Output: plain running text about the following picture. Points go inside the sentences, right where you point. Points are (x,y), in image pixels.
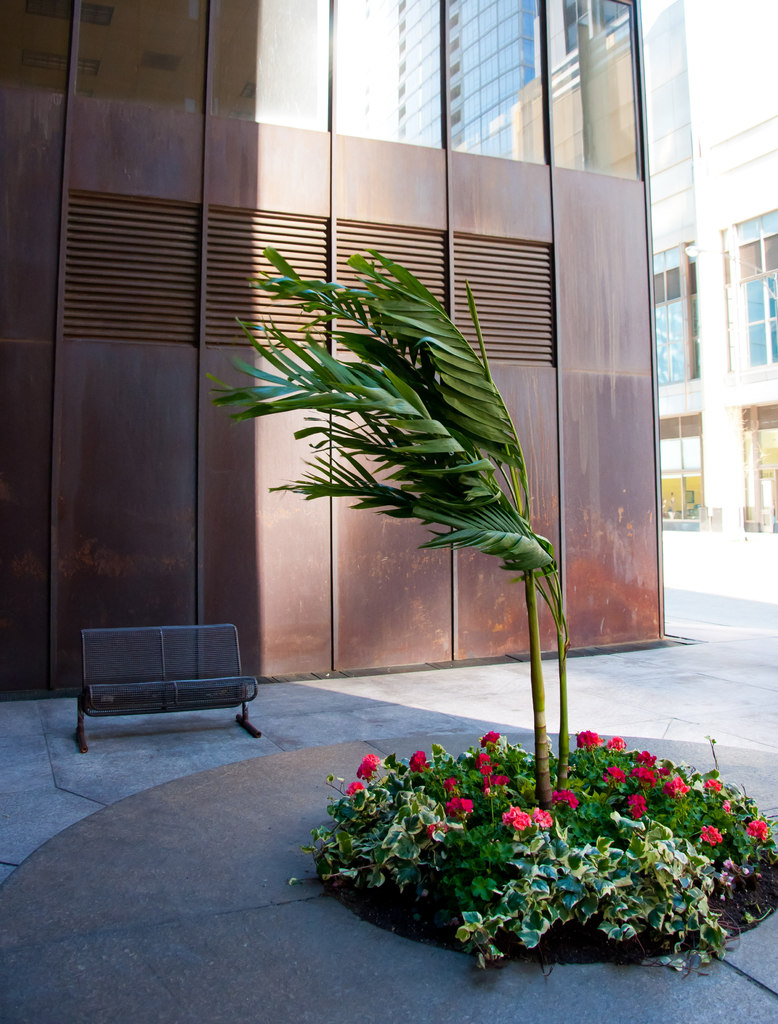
In the center of the image (494,486) there is a plant (539,729) and we can see shrubs (534,898). There are flowers (480,761). On the left (167,707) there is a bench (180,697). In the background (260,36) there are buildings (668,376).
